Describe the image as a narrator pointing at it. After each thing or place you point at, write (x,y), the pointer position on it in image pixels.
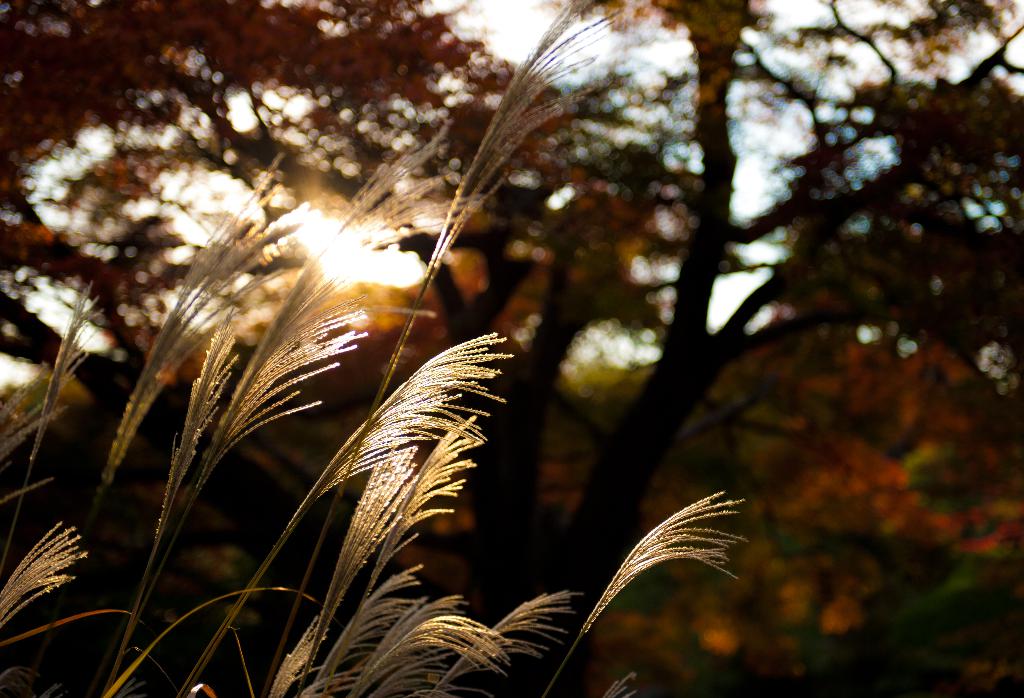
In this picture i can see the grass (351,679). In the back (674,574) i can see many trees (932,578). At the top (501,4) there is a sky (511,16).
